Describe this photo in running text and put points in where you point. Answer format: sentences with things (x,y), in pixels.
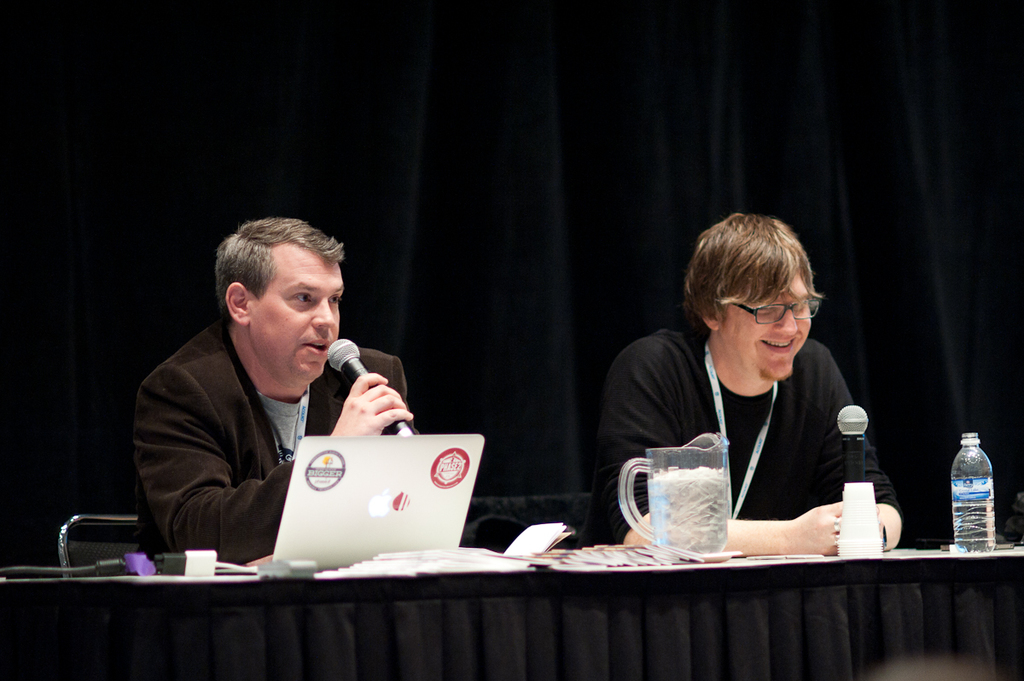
There are two people (723,301) sitting on chair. In front of them there is a table (431,586). On the table (85,577) there are laptop (412,518), paper (615,550), jug (719,462), bottle (977,501). Both of them are holding mic (854,425). The person (824,396) in the right (750,331) wearing black dress (686,379) is smiling. he is wearing glasses (775,312). The person (369,383) in the left (339,379) is holding mic (344,359) is talking something. In the background (374,283) there is a black curtain (482,242).
